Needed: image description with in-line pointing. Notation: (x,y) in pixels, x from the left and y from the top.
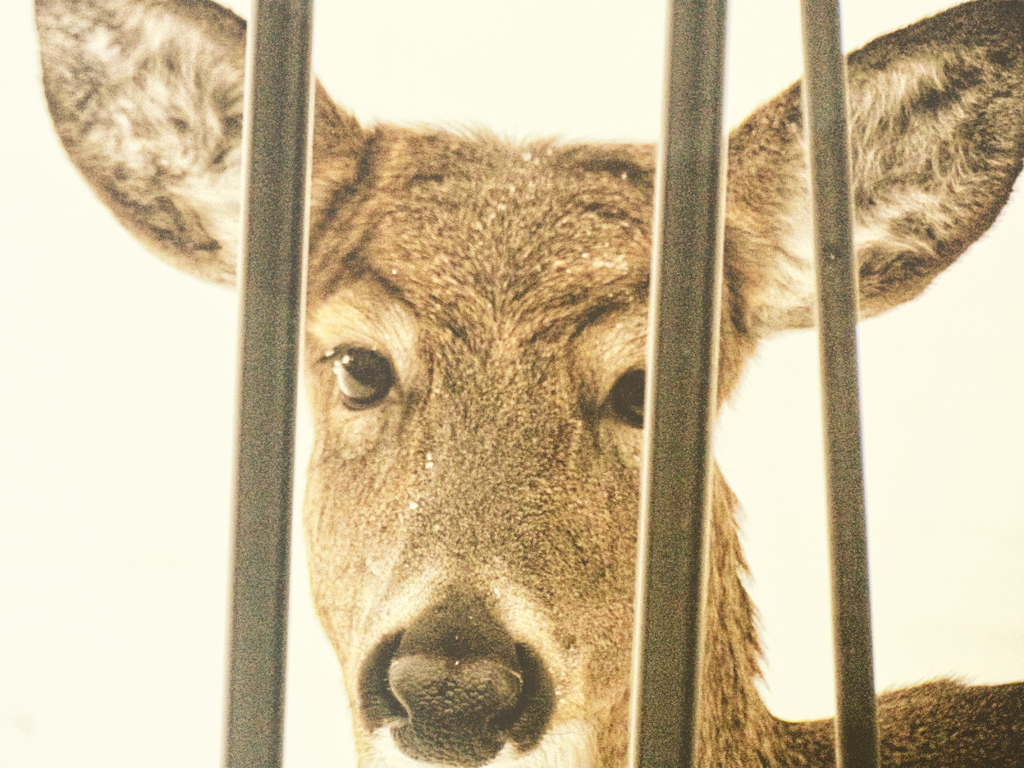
In this picture we can see a deer (332,569) and some rods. Behind the deer (541,481) there is a white background (83,475).
